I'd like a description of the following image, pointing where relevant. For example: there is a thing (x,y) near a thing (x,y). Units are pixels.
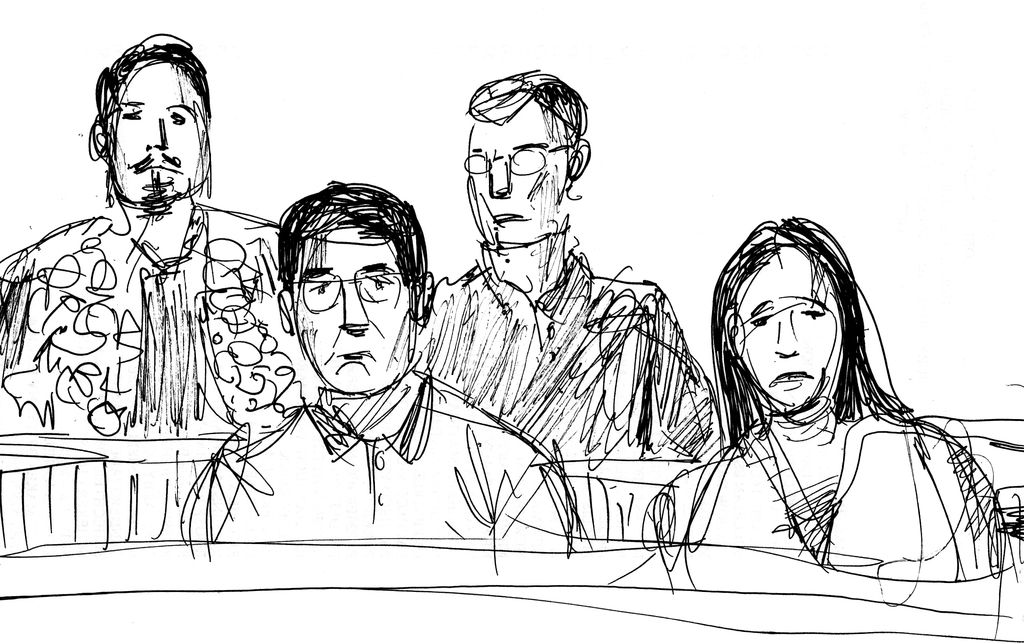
This is a drawing. In this drawing we can see there are three persons (156,114) and a woman (723,294).
